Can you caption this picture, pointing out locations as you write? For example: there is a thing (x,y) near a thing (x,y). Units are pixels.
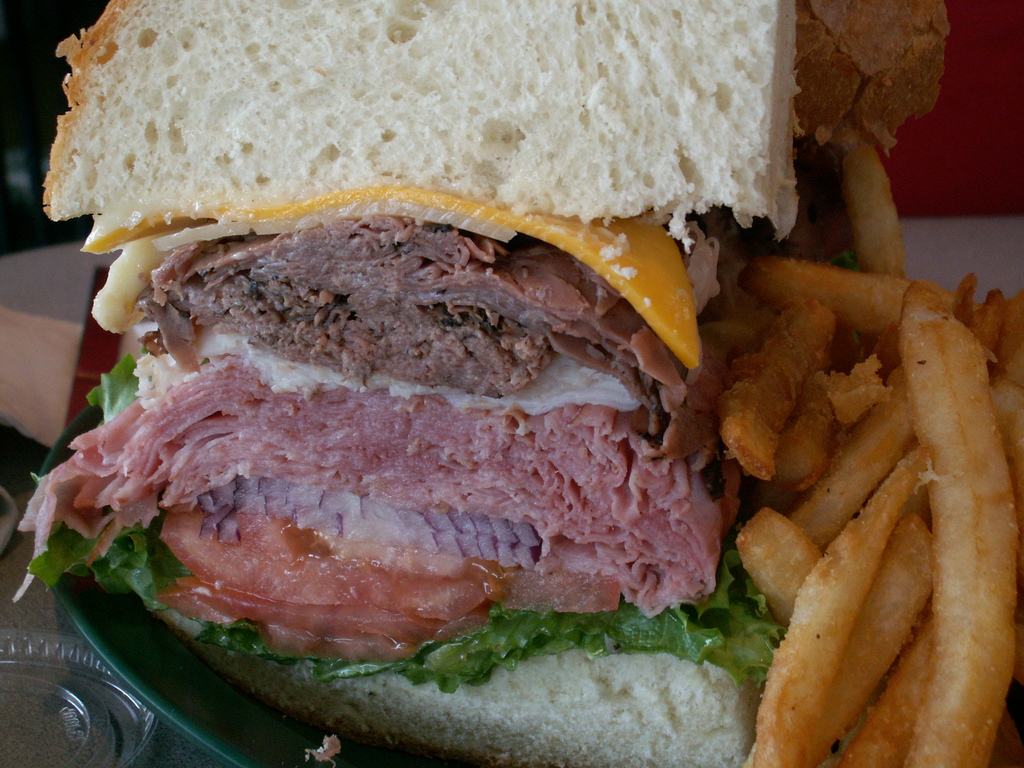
In the foreground of the image (91,456) we can see food items (379,436) in a plate (199,735).
